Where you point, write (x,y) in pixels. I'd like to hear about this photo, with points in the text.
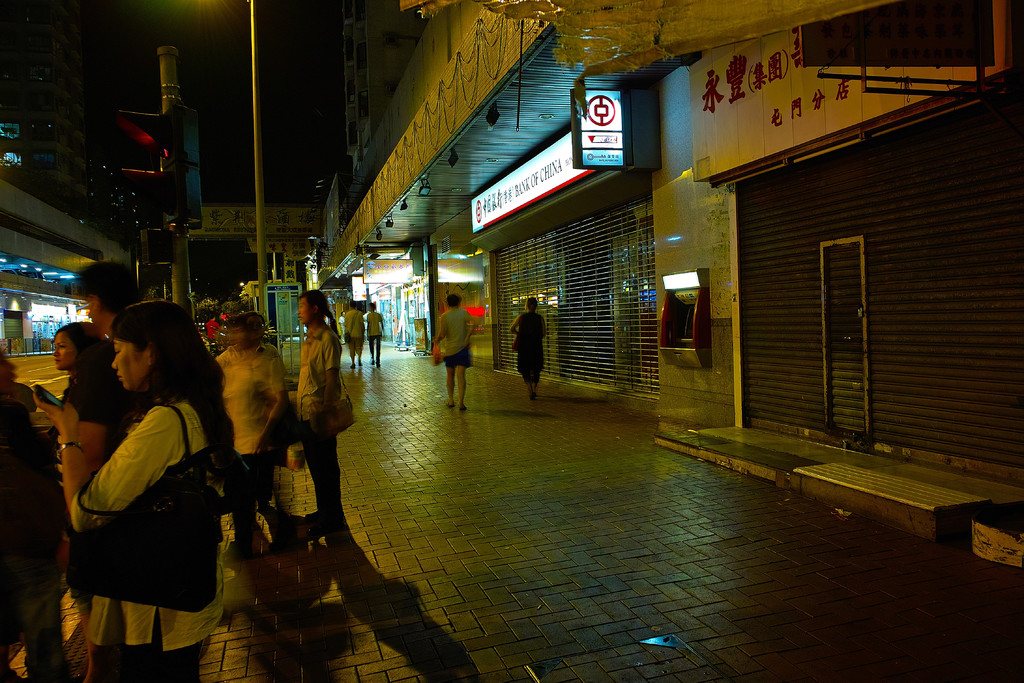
In this picture there are people (330,332) and we can see path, buildings (422,178), boards (517,188), path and pole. In the background of the image (211,284) we can see trees (234,303) and sky (283,51).
